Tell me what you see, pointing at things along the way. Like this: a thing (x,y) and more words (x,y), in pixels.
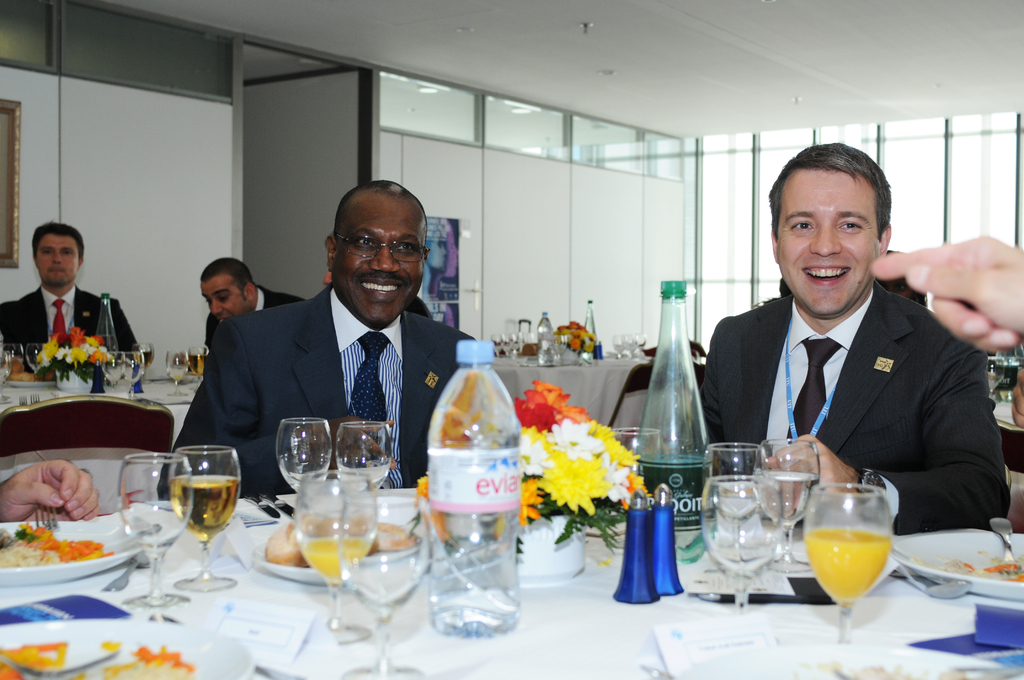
In the image we can see there are people (919,310) who are sitting on chair (103,442) and on table (616,537) there are wine glasses (852,587), wine bottle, water bottle (479,613) and a flower bouquet (577,488).
